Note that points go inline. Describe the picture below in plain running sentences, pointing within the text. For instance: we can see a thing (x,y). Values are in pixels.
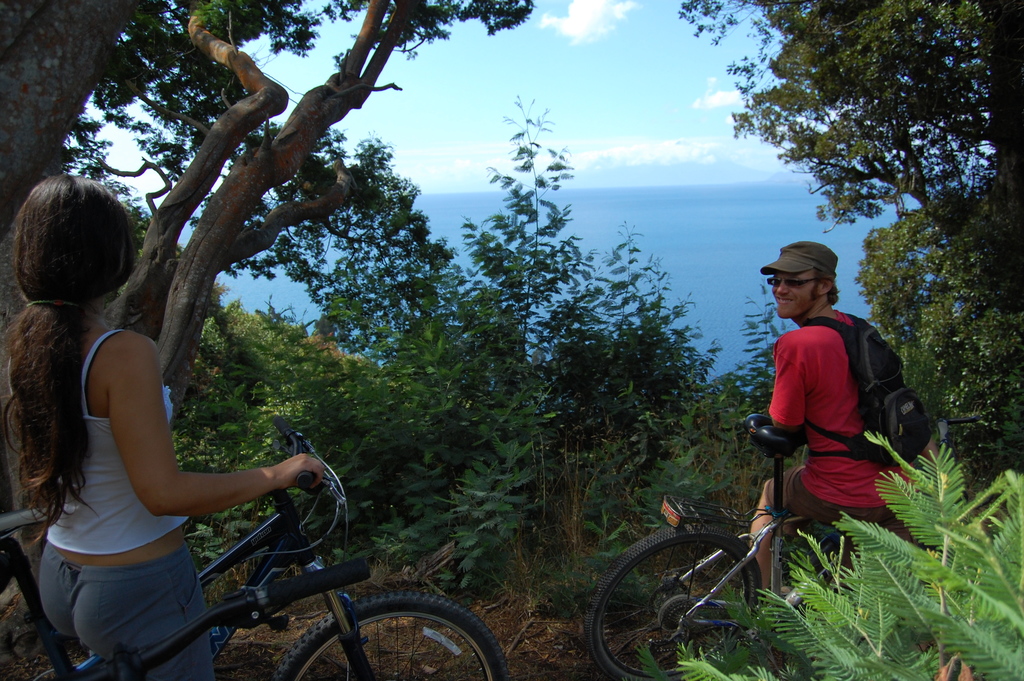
In the image we can see two person (806,363), man (813,380) and women (75,471) they are stopped with a bicycle (769,445). This is a tree (196,149), water (666,221) and cloudy sky (566,74).
